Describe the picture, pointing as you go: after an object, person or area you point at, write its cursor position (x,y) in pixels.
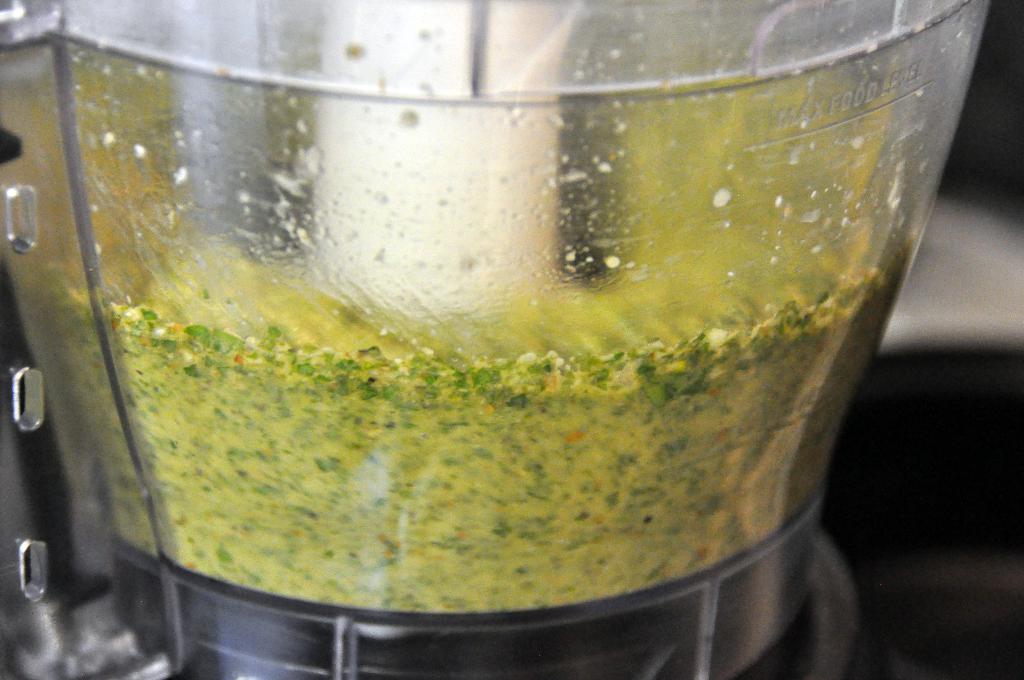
In the foreground of this picture (448,336), there is a glass container (186,303) in which some food (702,406) is placed and there is also a max food level mark (856,114) on it.
